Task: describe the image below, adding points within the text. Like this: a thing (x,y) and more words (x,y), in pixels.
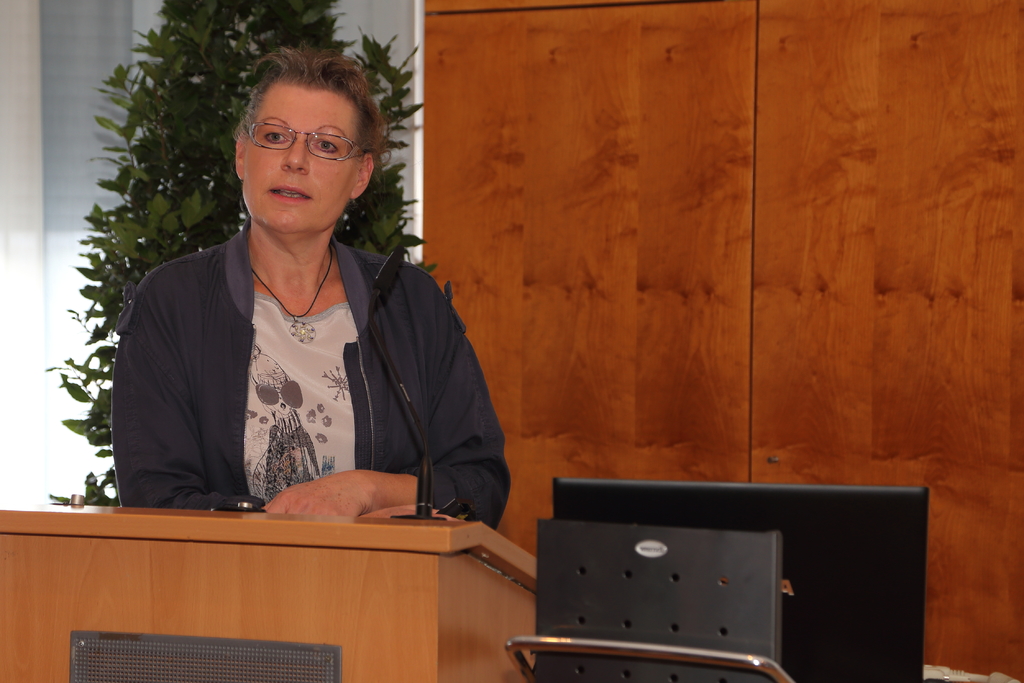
In this image a lady (326,369) is standing behind a podium (340,574). in front of her there is a mic (375,324). She is wearing a jacket (223,326), t-shirt (278,372) and glasses (313,150). In the right (791,567) there is a monitor (825,564). In the background (620,124) there is wall (583,108) and plant (123,236).
